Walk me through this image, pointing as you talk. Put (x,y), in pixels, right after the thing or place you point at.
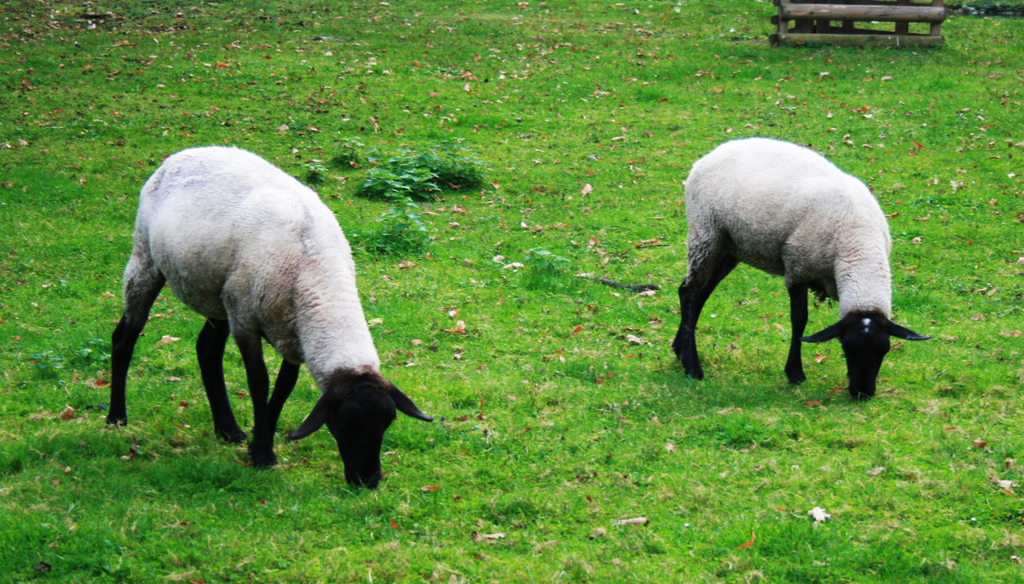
In this image we can see sheep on the ground (736,471). Here we can see grass (710,418) and plants (478,162). At the top (805,40) we can see a wooden object (805,18).
